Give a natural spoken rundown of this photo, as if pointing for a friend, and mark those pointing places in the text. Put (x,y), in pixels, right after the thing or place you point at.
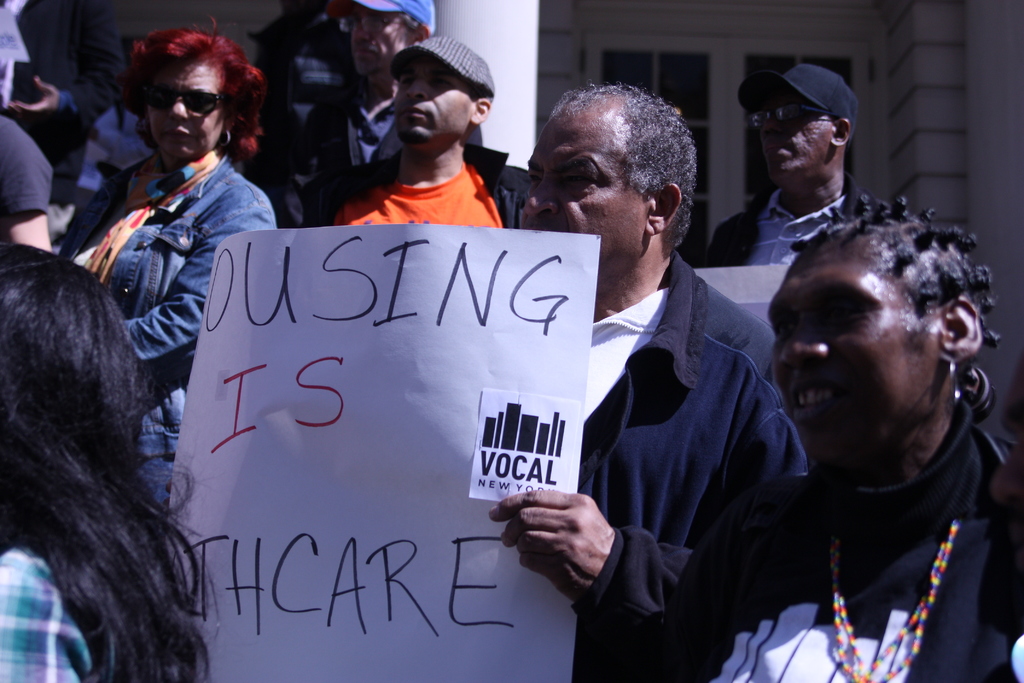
In this image there are a group of persons (710,339) standing, there are men (716,342) holding an object (470,382), there is text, there is a pillar (493,63) towards the top of the image (491,31), there is a window (723,132), there is a wall (907,80) towards the top of the image (703,21).
